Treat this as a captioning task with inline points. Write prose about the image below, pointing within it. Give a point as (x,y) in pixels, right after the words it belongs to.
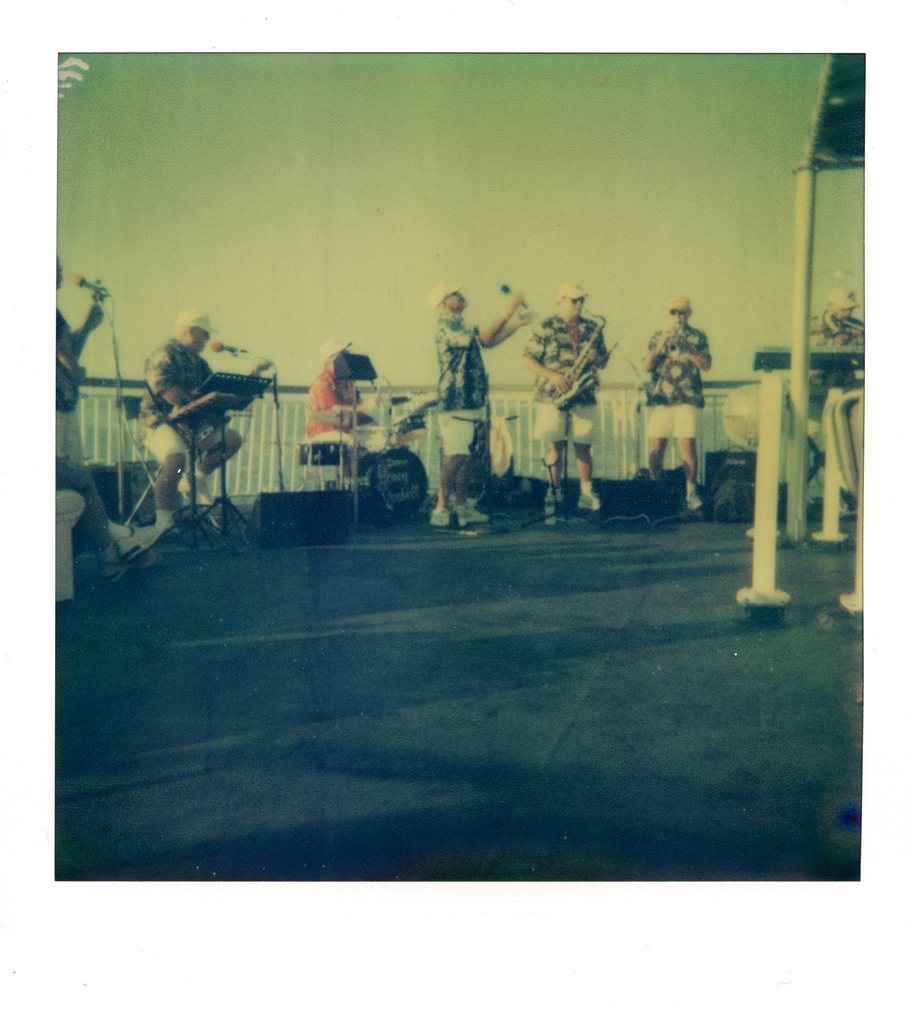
In this image there are persons (672,362) standing, they are holding an object (577,393), there are musical instruments (827,356), there are stands (232,400), there are microphones (220,345), there is a person (77,391) truncated the left of the image (64,362), there is an object (71,513) truncated the left of the image (67,521), there are objects (637,504) on the ground (475,666), there are objects (797,332) truncated the right of the image (837,408), the background of the image (232,361) is white in color.
